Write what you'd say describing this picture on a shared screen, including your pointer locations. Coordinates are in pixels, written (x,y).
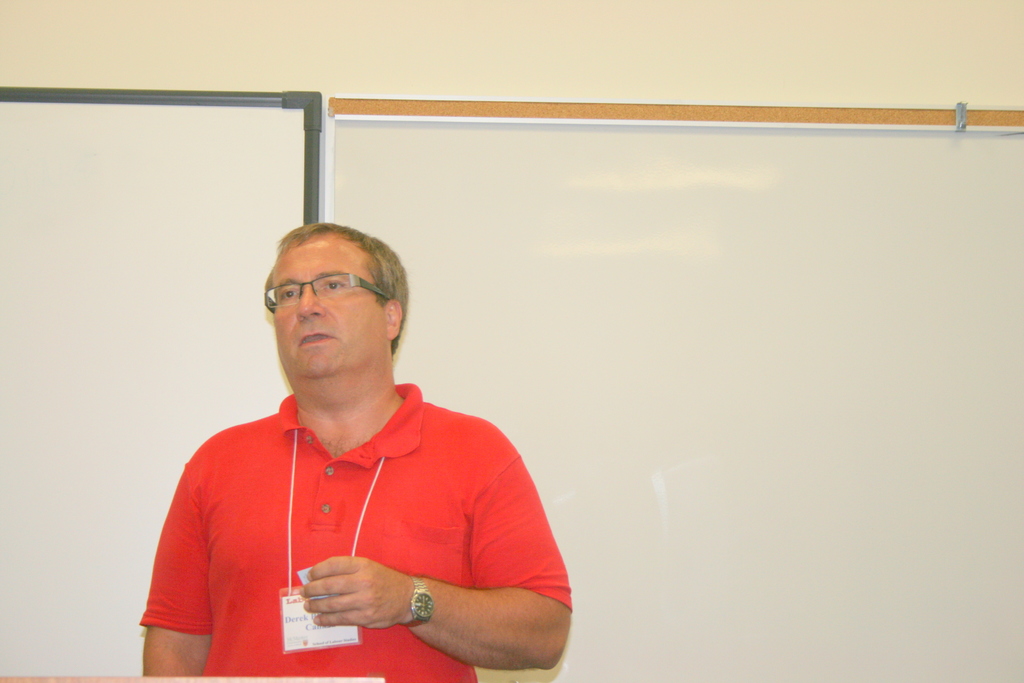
In this picture there is a person (310,489) with red t-shirt (439,485) is standing and holding the paper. At the back (660,297) there are boards (461,251) on the wall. At the bottom left (232,680) there is a wooden object (246,680).
